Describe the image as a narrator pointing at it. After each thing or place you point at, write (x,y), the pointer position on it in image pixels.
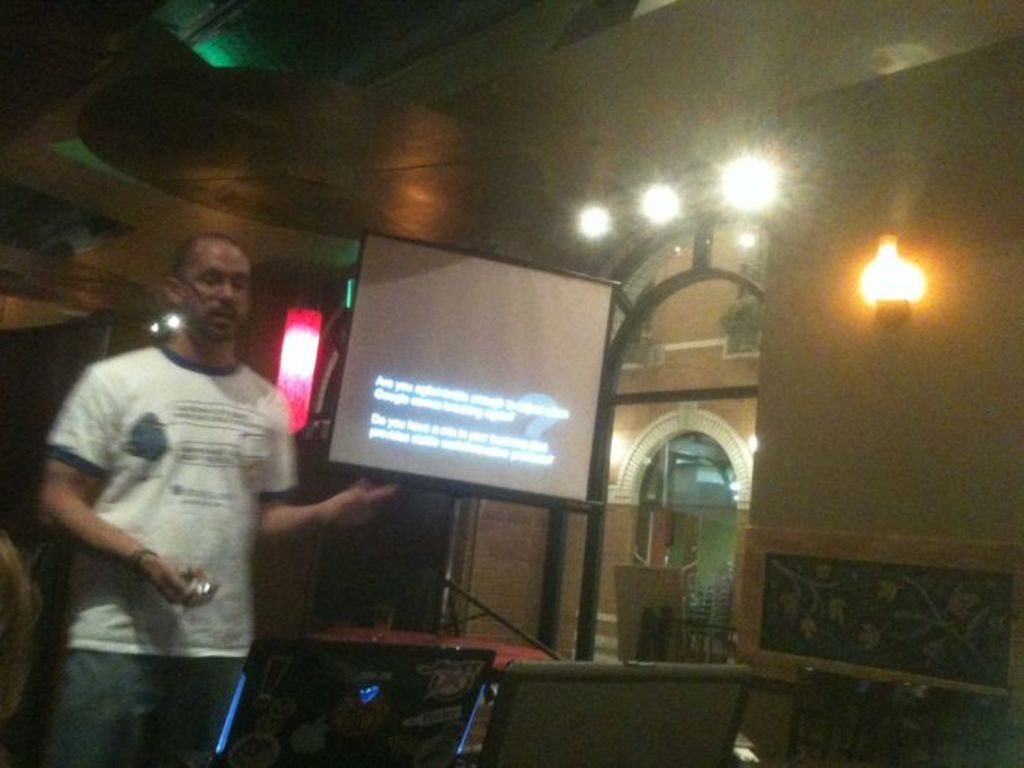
In this image we can see a man (150,570) standing on the floor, laptops (447,677) on the table (456,638), information board (500,413), electric lights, doors (694,470) and walls (869,344).
